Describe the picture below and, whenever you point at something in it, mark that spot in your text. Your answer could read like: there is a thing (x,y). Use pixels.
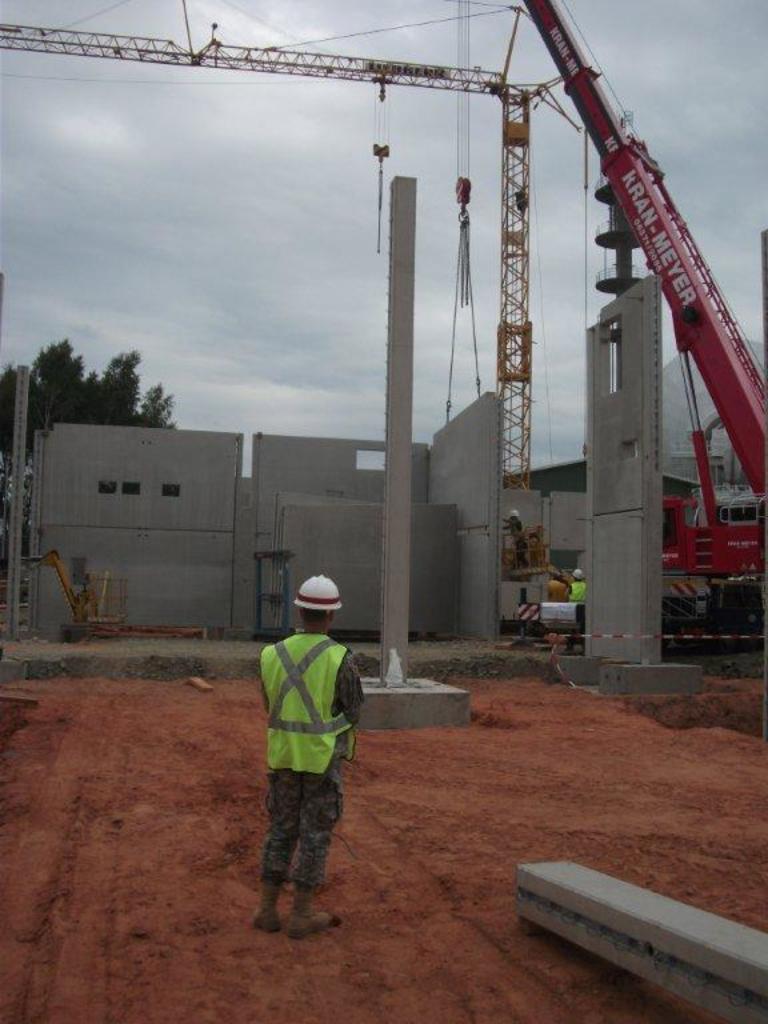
In the middle of the image (336,656) a man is standing. Behind him there is a wall (318,480) and there are some poles (13,560). Top right side of the image (607,118) there is a crane (758,486). Top left side of the image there are some trees (119,361). Behind the trees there are some clouds (286,331) and sky (242,343).
